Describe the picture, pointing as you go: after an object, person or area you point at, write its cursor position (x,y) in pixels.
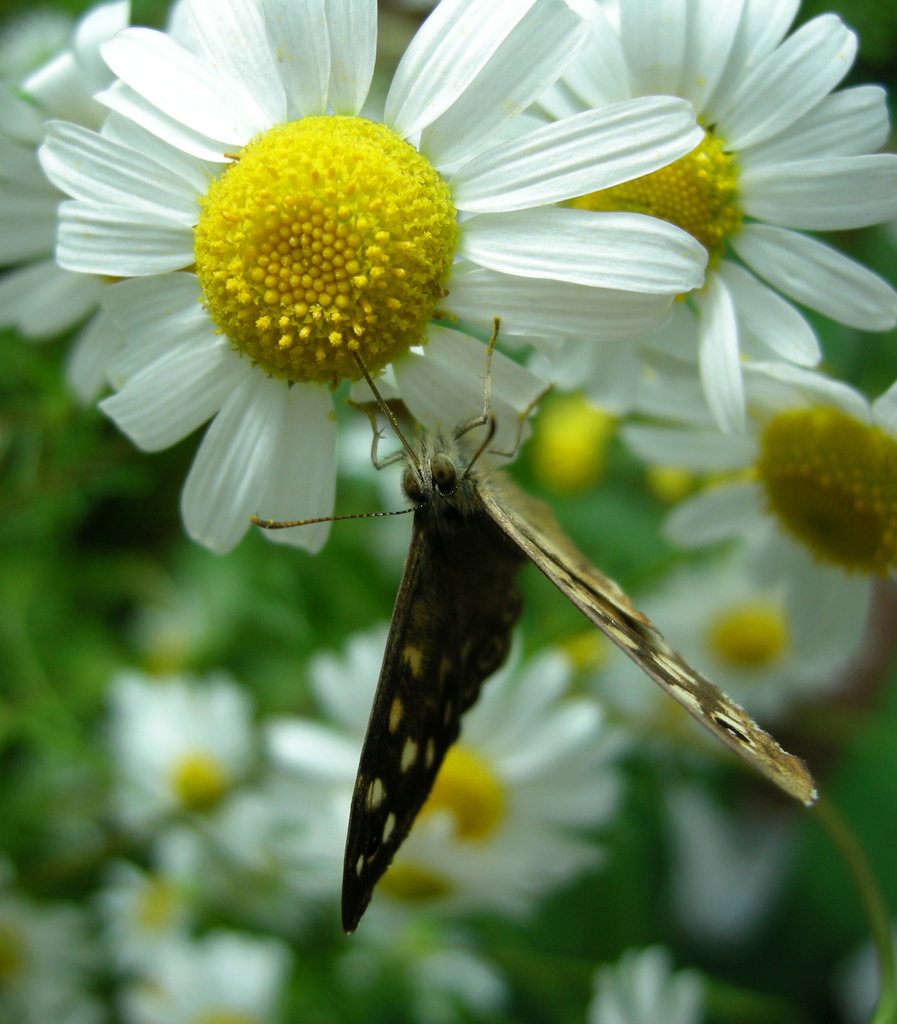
In this image we can see a butterfly (426,480) is sitting on white and yellow color flower (359,271). Behind so many flowers (215,733) are there.
